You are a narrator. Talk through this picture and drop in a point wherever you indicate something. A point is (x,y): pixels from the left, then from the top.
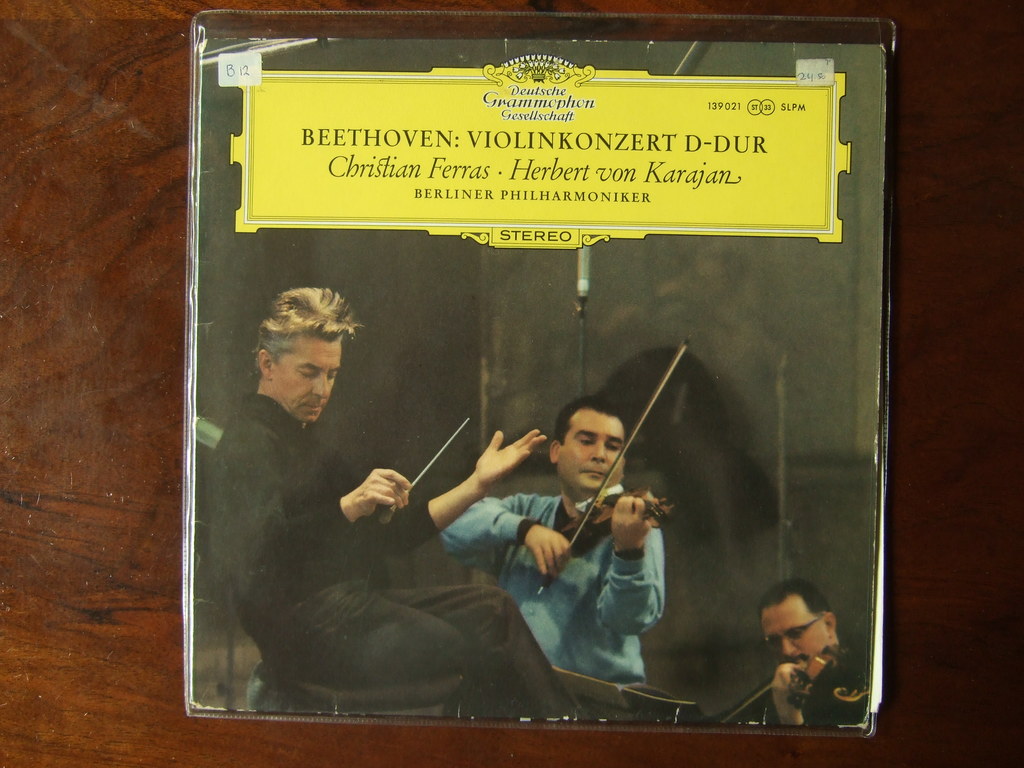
In this picture we can see a board (479,673) on the wooden surface (174,657), in this board (214,664) we can see people (317,640), among them there are two people (654,551) playing musical instruments (595,521) and we can see text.
